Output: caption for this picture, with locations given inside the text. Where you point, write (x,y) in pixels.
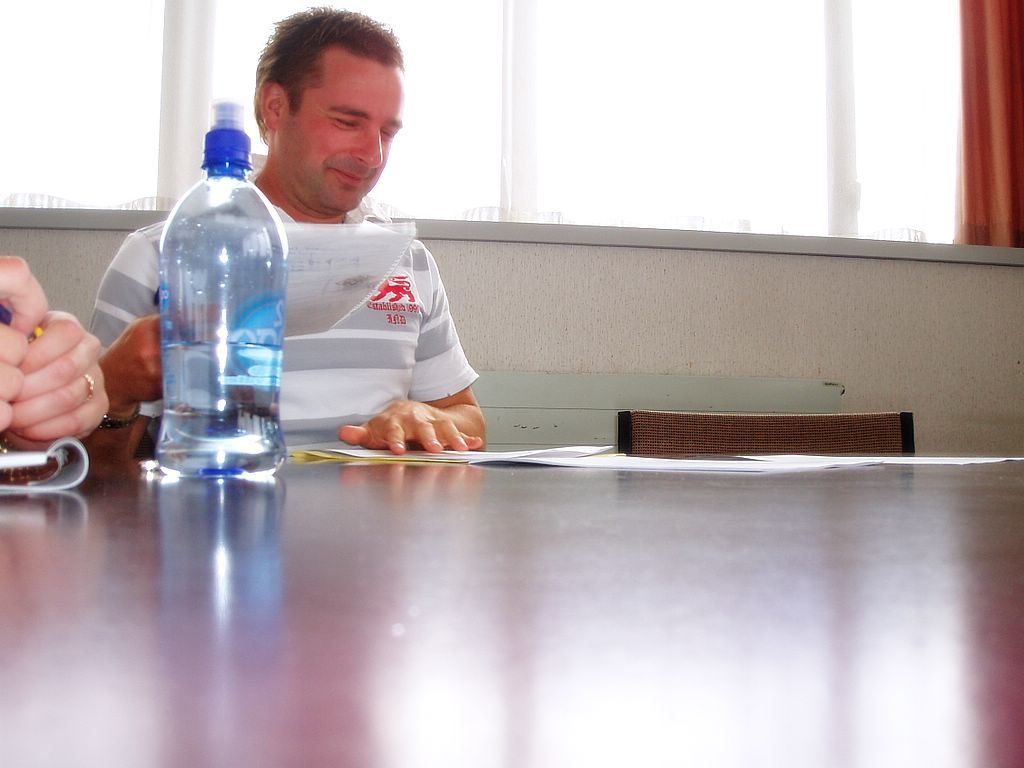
Here we can see a man (288,77) who is sitting on the chair (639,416). This is table (445,623). On the table (363,542) there is a bottle (237,417), papers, and a book (52,478). Here we can see a glass (736,103) and this is curtain (992,125).
